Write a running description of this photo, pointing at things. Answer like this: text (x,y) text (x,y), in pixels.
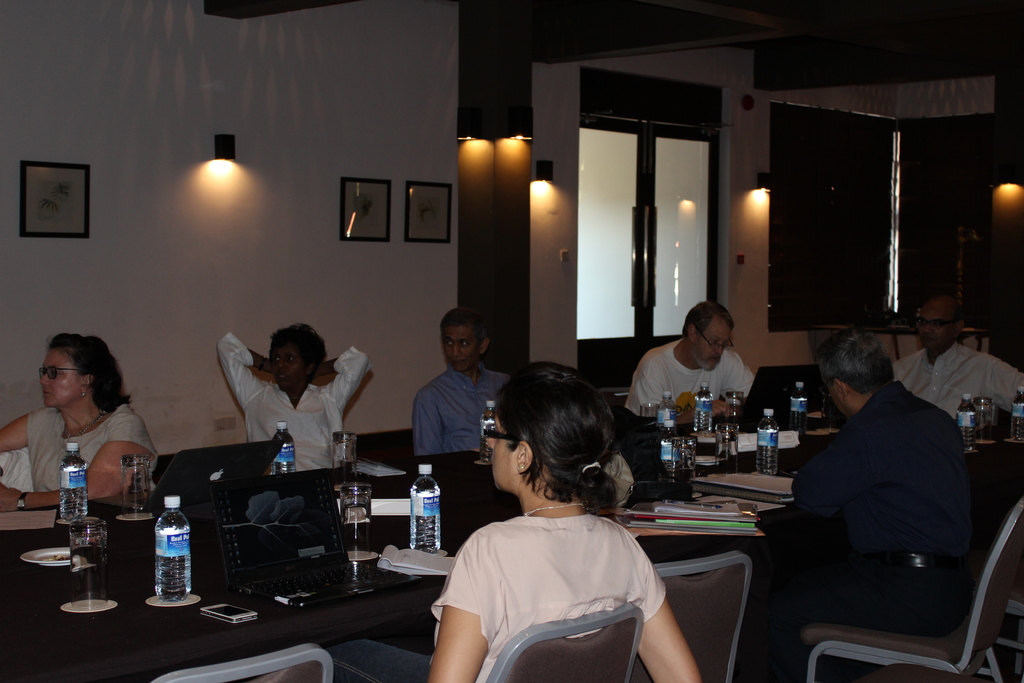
It is look like a conference room (464,611). So many people (490,611) are sat on the chair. We can see a desk (95,645) here, mobile (222,619), laptop (228,559), bottle (188,564), glass (102,573). Few people (602,396) are wearing a glasses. At the background (664,243), we can see a glass door (644,238) and white color wall (253,168), lamps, photo frames (359,193).
